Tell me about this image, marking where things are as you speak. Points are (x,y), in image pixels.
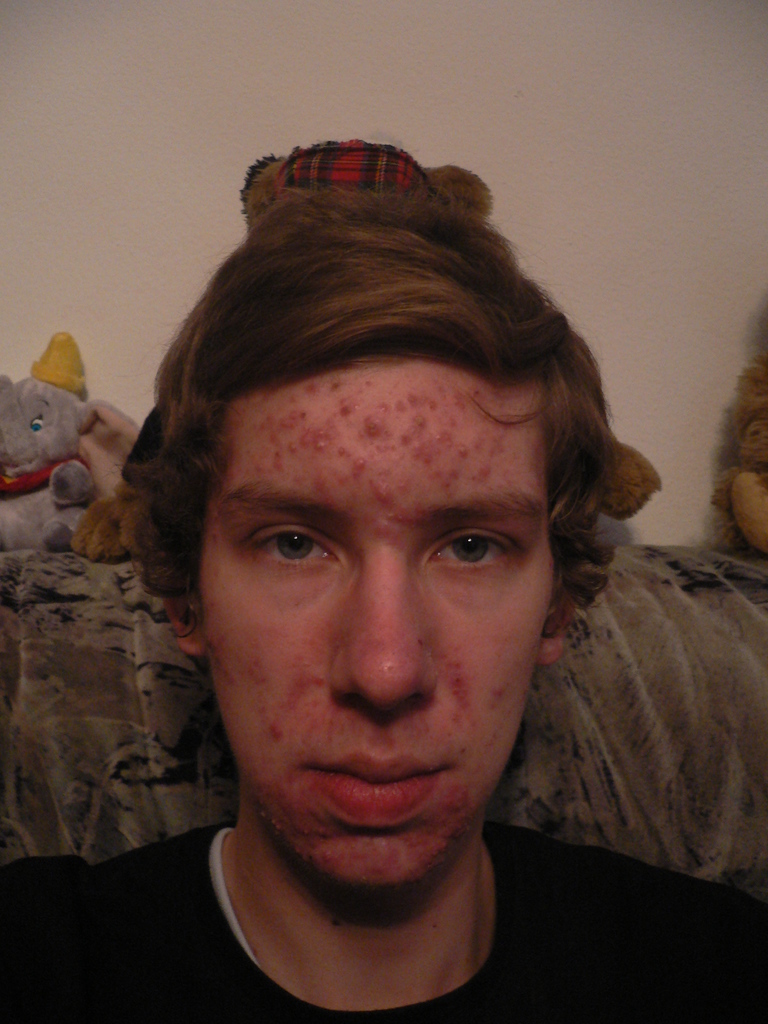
In this image we can see a person (391,611) sitting on the couch (738,660), there are few toys (92,548) behind the person (190,582) and the wall (185,160) in the background (553,188).
